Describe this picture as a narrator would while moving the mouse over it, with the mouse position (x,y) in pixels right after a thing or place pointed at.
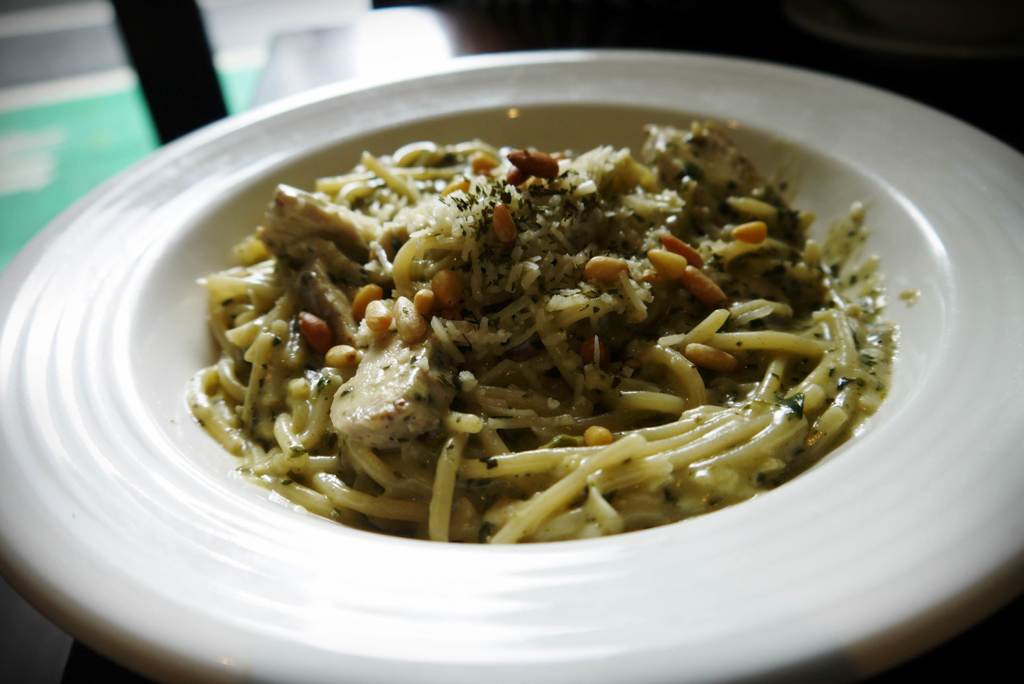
The picture consists of a dish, served in a plate (153,343). At the top (335,67) it is blurred.
